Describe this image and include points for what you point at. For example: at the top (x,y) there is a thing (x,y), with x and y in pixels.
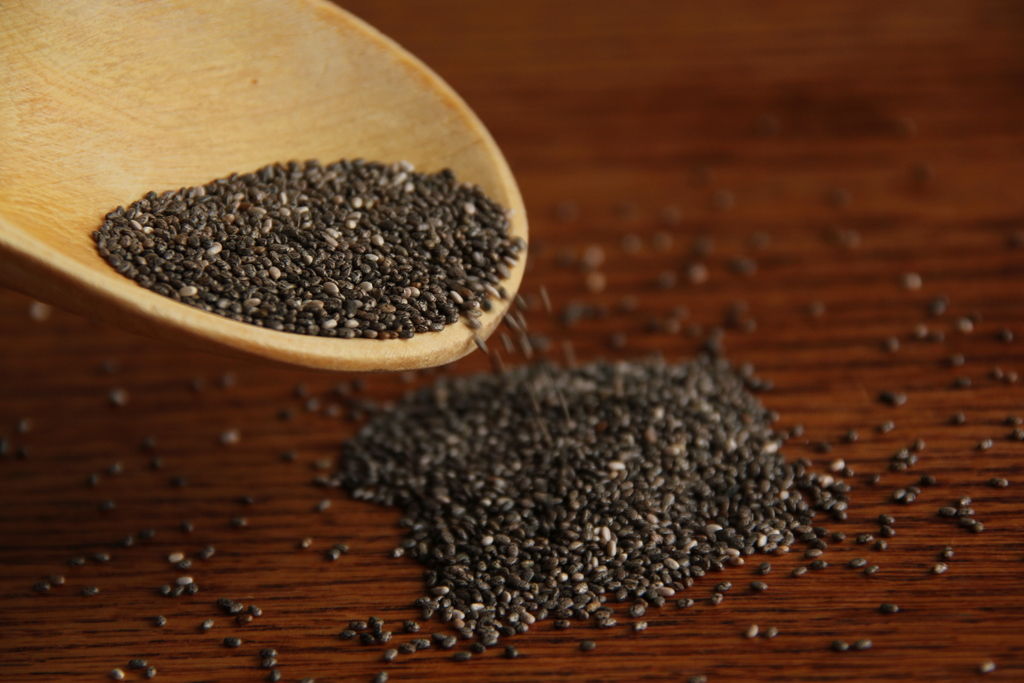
In this image I can see the seeds (548,461) which are in black and white color. I can see few seeds (148,259) are in wooden object (194,171) and few are on the brown color surface (425,628).
